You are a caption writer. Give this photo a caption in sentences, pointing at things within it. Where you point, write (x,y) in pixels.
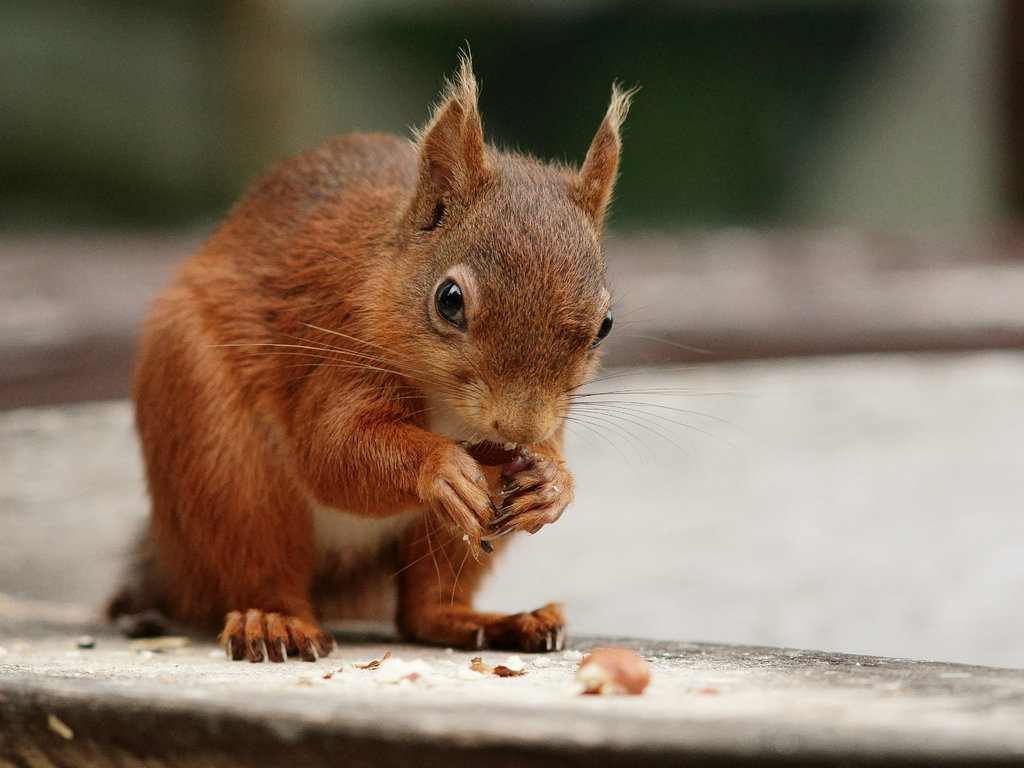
In this image I can see the squirrel (410,351) which is in brown color. It is on the wooden surface (525,686). And there is a blurred background (71,88).
